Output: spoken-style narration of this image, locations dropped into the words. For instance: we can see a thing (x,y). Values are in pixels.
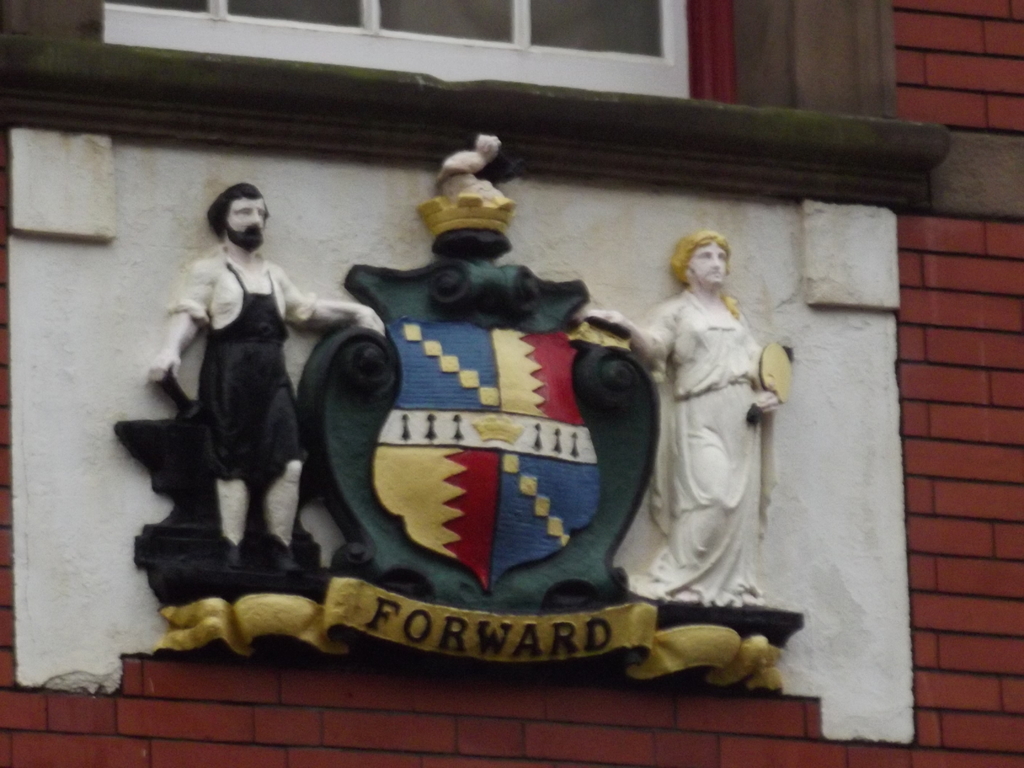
This image is taken outdoors. In this image there is a building (921,362) with a wall (879,205) and a window (262,19). On the wall (148,657) there is a sculpture (616,519) of a man (291,437) and a woman (729,328) and a symbol (482,444) and there is a text (566,645) on it.
